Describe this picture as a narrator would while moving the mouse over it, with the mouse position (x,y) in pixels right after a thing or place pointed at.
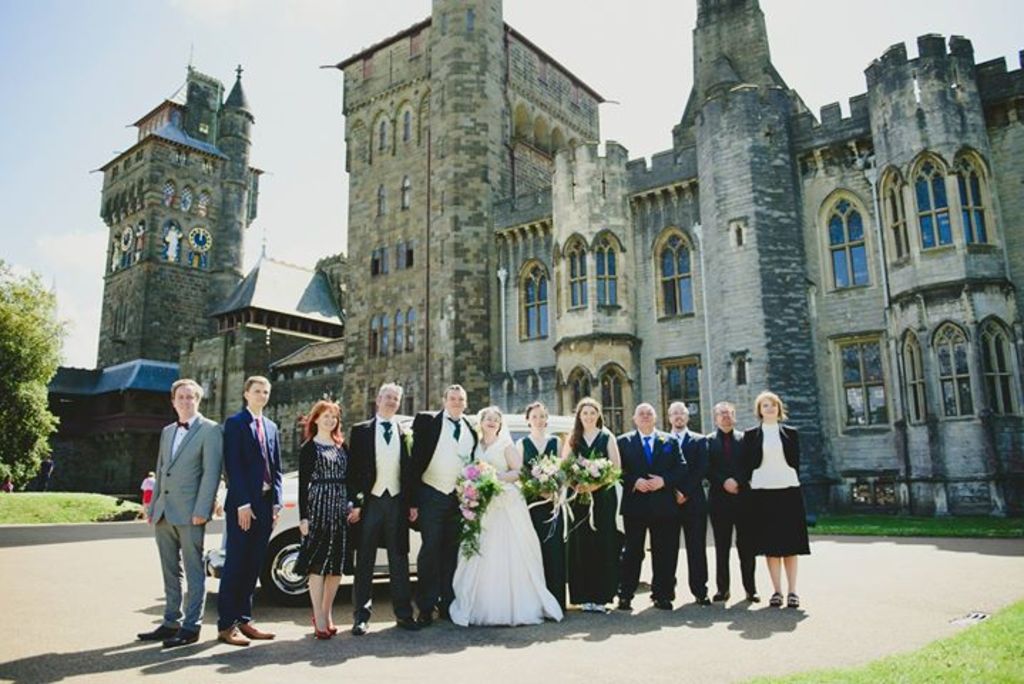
In this image there is a group of people (402,461) standing with a smile on their face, three of them are holding flower bouquets (499,492) in their hands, behind them there is a car (291,511), in the background of the image (147,500) there are a few people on the grass (95,498) and there are buildings (90,479) and there is a tree (28,381).
